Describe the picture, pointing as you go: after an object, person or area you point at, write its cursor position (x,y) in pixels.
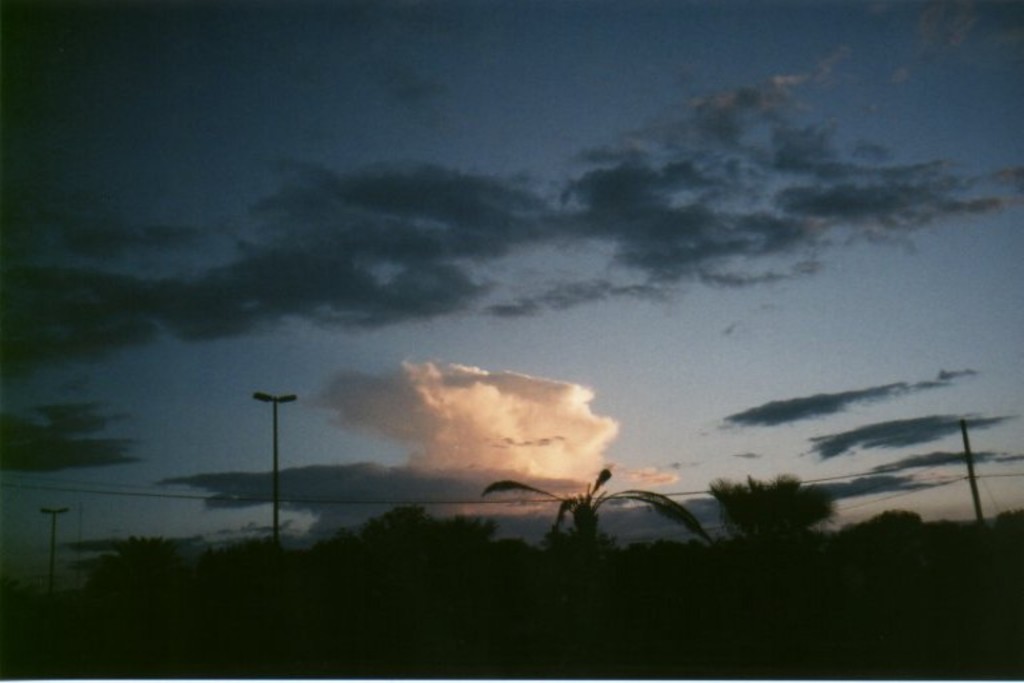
This image is taken outdoors. At the top of the image (228,168) there is a sky (529,226) with clouds (528,394). At the bottom of the image (216,598) there are a few trees (434,554) and there are two poles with street lights (266,396).
